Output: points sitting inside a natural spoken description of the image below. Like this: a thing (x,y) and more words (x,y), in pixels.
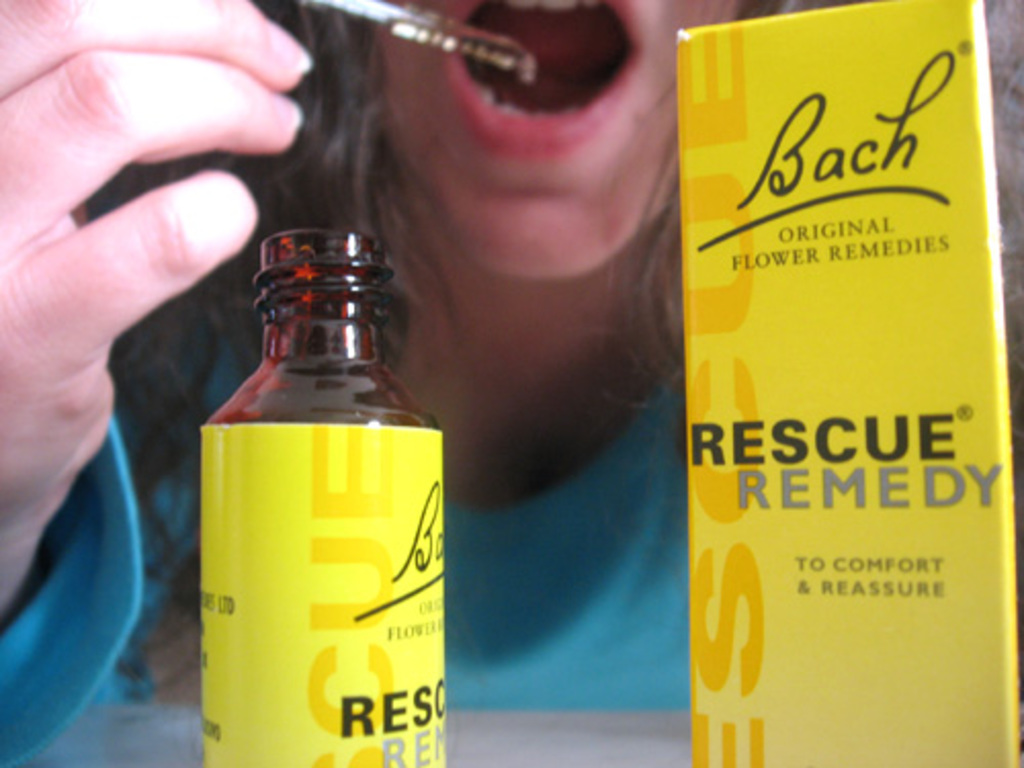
There a bottle (329,444) which is in yellow color and there is a box (898,179) which is also in yellow color and there is a woman (620,387) sitting and she is holding some object (387,22) and taking in her mouth (543,75).
